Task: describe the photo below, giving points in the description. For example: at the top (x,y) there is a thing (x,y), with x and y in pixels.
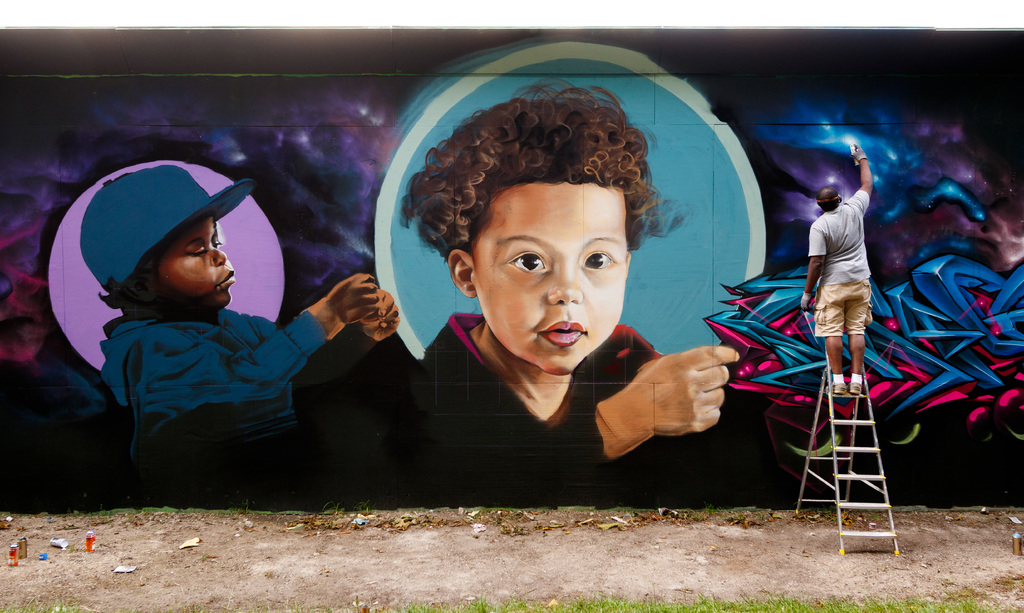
In this image, we can see a person (829,231) wearing clothes (828,214) and standing on the ladder (853,456) and holding a graffiti bottle (856,144). In the background (580,230), there is a graffiti (310,208) of some kids (351,296) on the wall (656,214). At the bottom (348,521), there is ground (330,519).
